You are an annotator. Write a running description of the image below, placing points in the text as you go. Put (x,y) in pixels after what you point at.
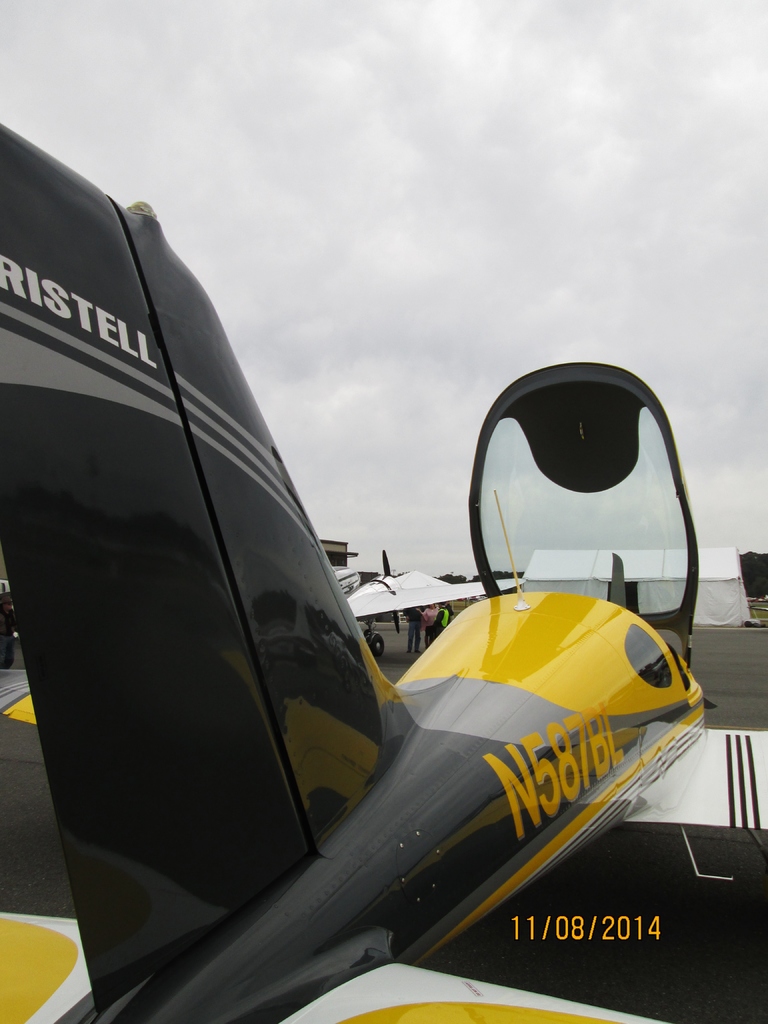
In this image there are aeroplanes (612,1011) on the run way (626,962) in front of that there is a white tent (551,584) and some people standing under the wing (391,608).
